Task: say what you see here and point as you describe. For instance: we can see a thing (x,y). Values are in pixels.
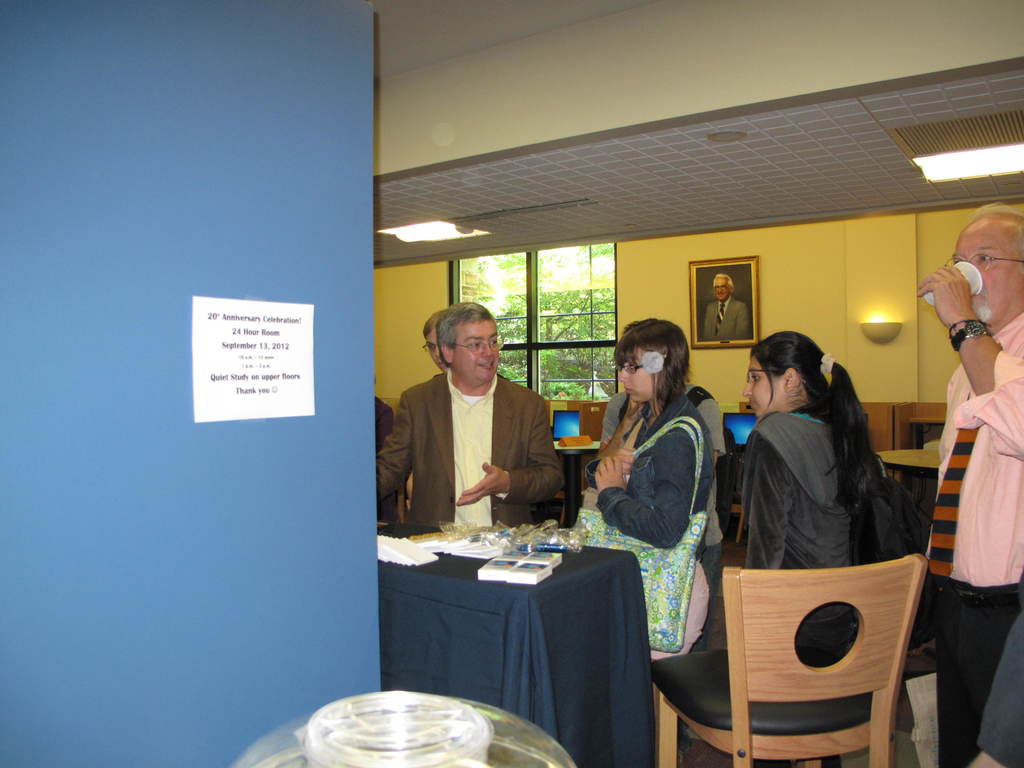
In this image we have a group of people (627,510) who are standing on the floor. Here we have a table (457,585) with black color cloth (483,615) covered on it. On the table (507,631) we have some few other stuff (511,558) on it. At the bottom right of the image (773,661) we have a chair (760,668), behind this people (686,344) we have yellow color wall (797,277) with wall photo (739,295) on it. On the left side of the image (332,493) we have a blue color wall (122,425).
